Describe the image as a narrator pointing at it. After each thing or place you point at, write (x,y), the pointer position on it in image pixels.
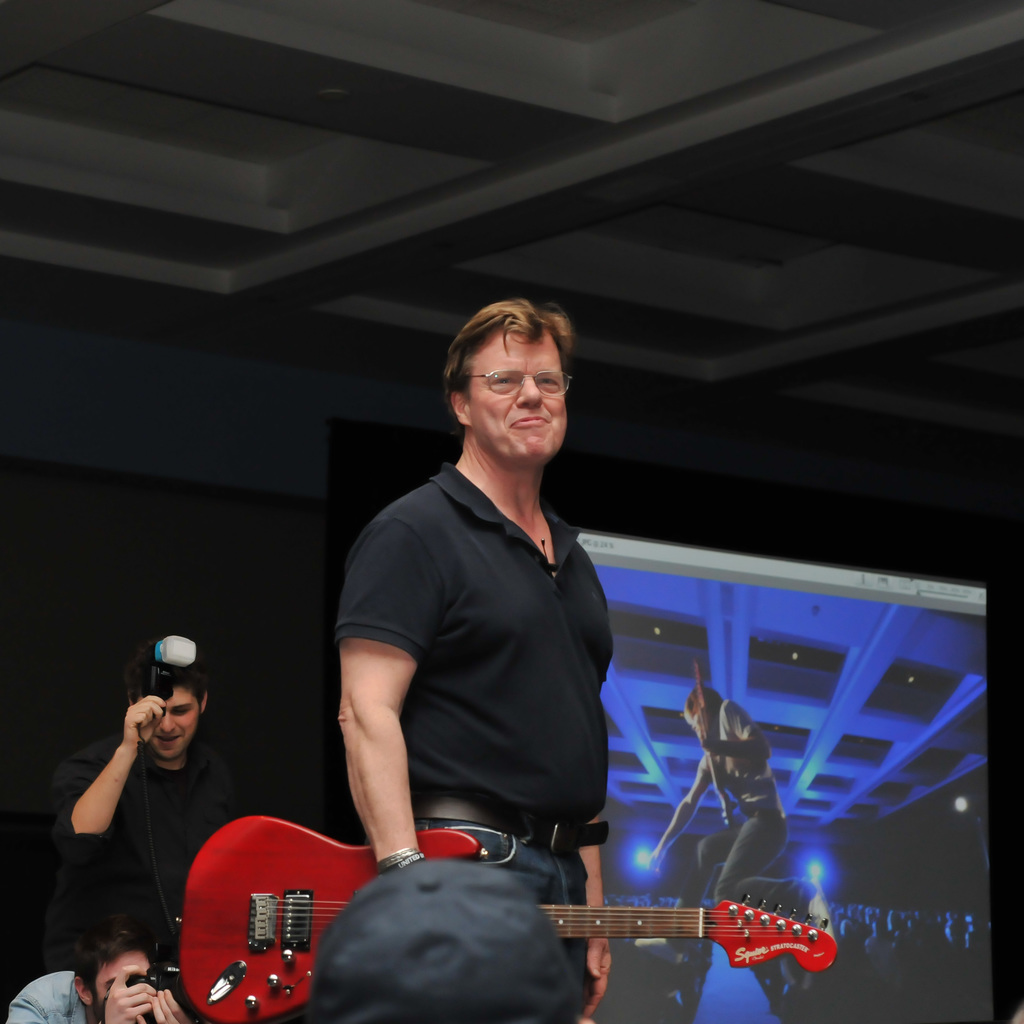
This is a picture taken in a room (76,220), the man (469,648) in black t shirt (474,664) holding a guitar (302,911). Background of this man (431,802) is there are two other persons (135,865) holding the cameras (159,956) and a screen (622,730). Background of this people (107,928) is a wall (212,616).
